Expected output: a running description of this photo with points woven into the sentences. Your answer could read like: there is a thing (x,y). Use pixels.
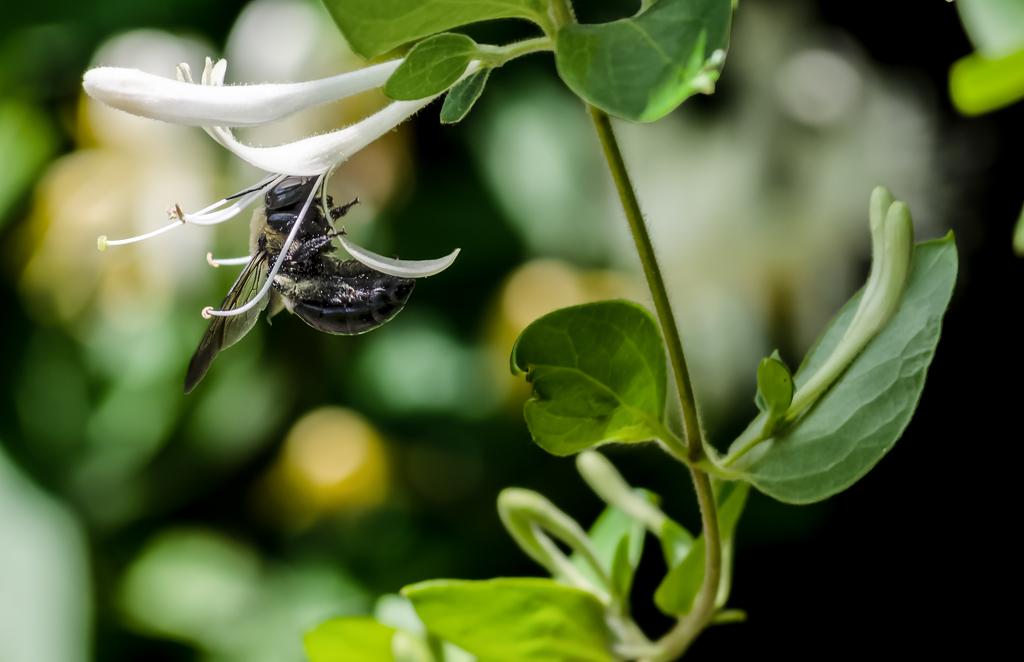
This looks like a plant (595,439) with the leaves (589,337), buds (296,101) and flowers (321,143). I can see a bee (303,272), which is black in color. The background (49,332) looks blurry.
